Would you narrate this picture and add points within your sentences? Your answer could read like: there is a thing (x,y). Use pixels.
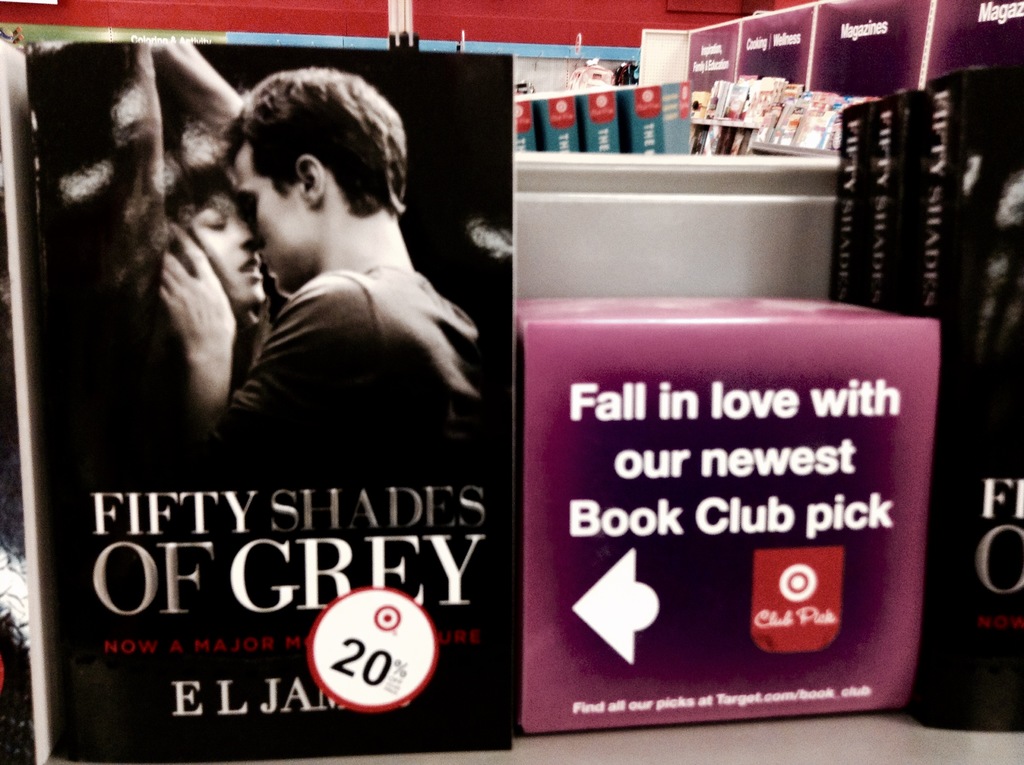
In this picture I can see few books (944,182) in front (982,472) and on the left side of this picture (226,221) I can see a book (276,290) on which there is an image (205,225) of a man (270,178) and a woman (238,256) and I see something is written on the book (228,560) and in the center of this picture (588,349) I can see a pink color box (610,355) on which there is something written. In the background (329,23) I can see number of things (640,63).
